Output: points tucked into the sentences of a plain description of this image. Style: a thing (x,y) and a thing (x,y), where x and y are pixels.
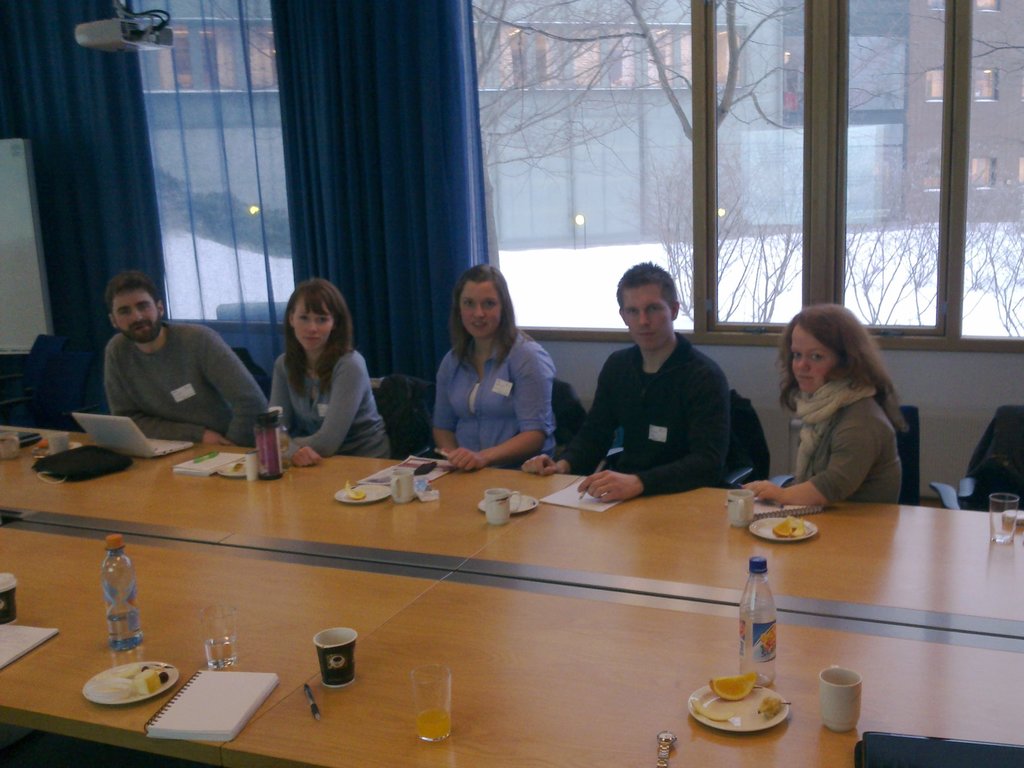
In the image we can see there are people (484,423) who are sitting on chair (67,357) and on table (171,473) there is laptop (144,442), water bottle (106,589), glass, pen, book (156,725) and in plate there are food items (724,708). At the back (346,177) there are blue colour curtains (232,130) and on the top (166,29) there is projector (151,28).
